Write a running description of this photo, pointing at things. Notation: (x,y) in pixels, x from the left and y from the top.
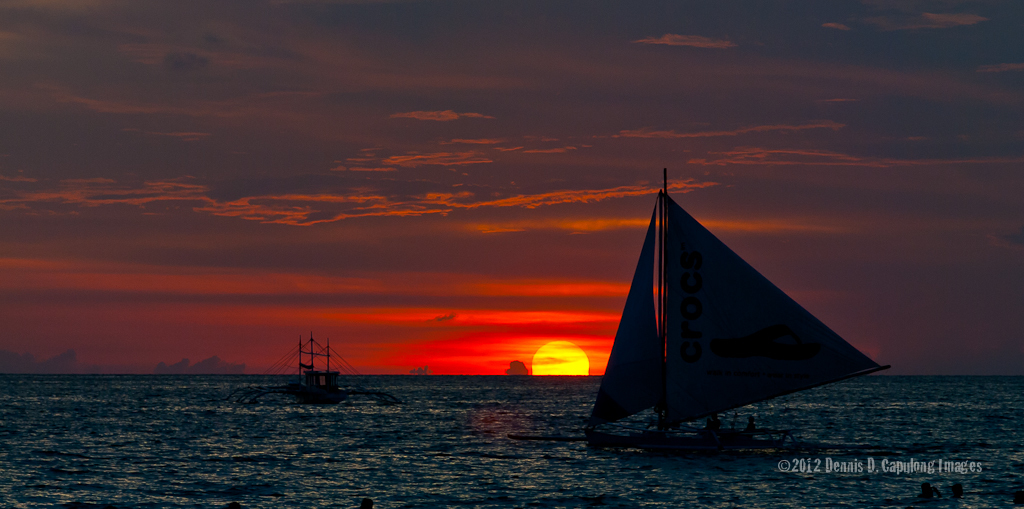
In this picture we can see a beautiful view of the sunset sky (571,324). In the front (762,363) there is a small boat (607,436) in the water (404,453). Behind we can see orange sky (612,318) and sun (545,360).
